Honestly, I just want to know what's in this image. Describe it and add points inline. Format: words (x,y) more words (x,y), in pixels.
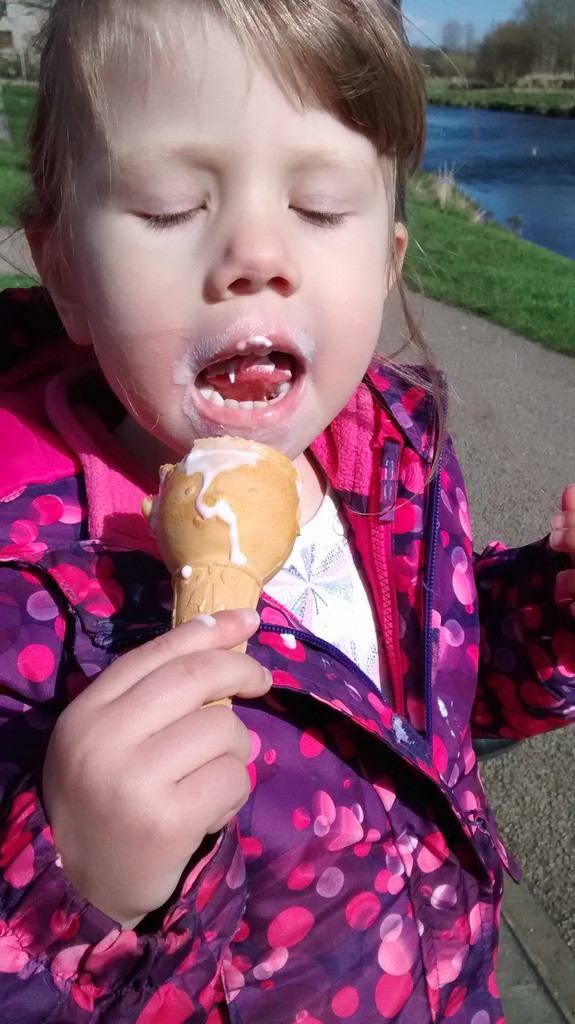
In this picture a girl (393,704) is highlighted eating ice cream (248,517). She is wearing a pink colour jacket (421,860). On the background of the picture (511,181) we can see a river (519,198) and a green grass (500,260) and also trees (497,46).
